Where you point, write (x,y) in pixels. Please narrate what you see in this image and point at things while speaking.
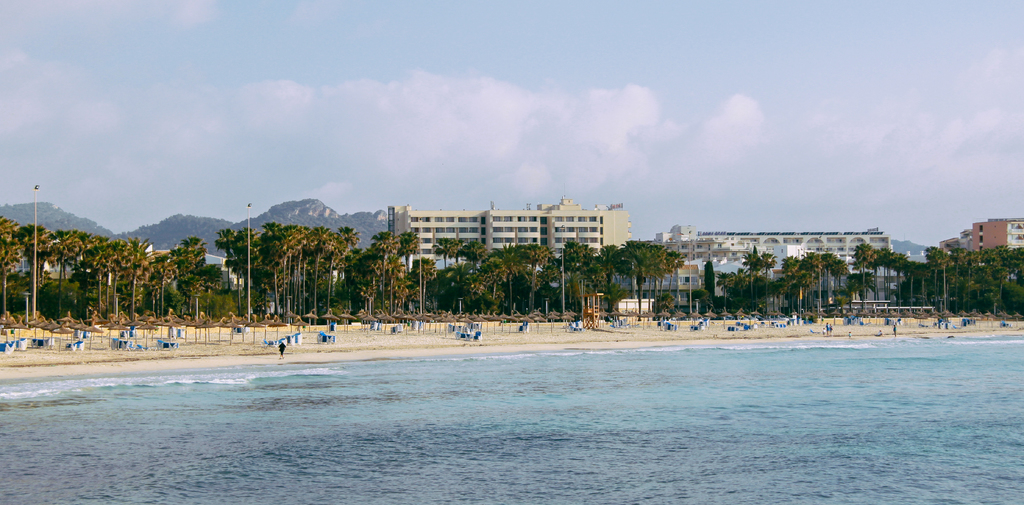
In this image we can see some buildings (436,261), poles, trees (537,275), mountains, windows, lights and some other objects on the ground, in the background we can see the sky (76,199) with clouds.
